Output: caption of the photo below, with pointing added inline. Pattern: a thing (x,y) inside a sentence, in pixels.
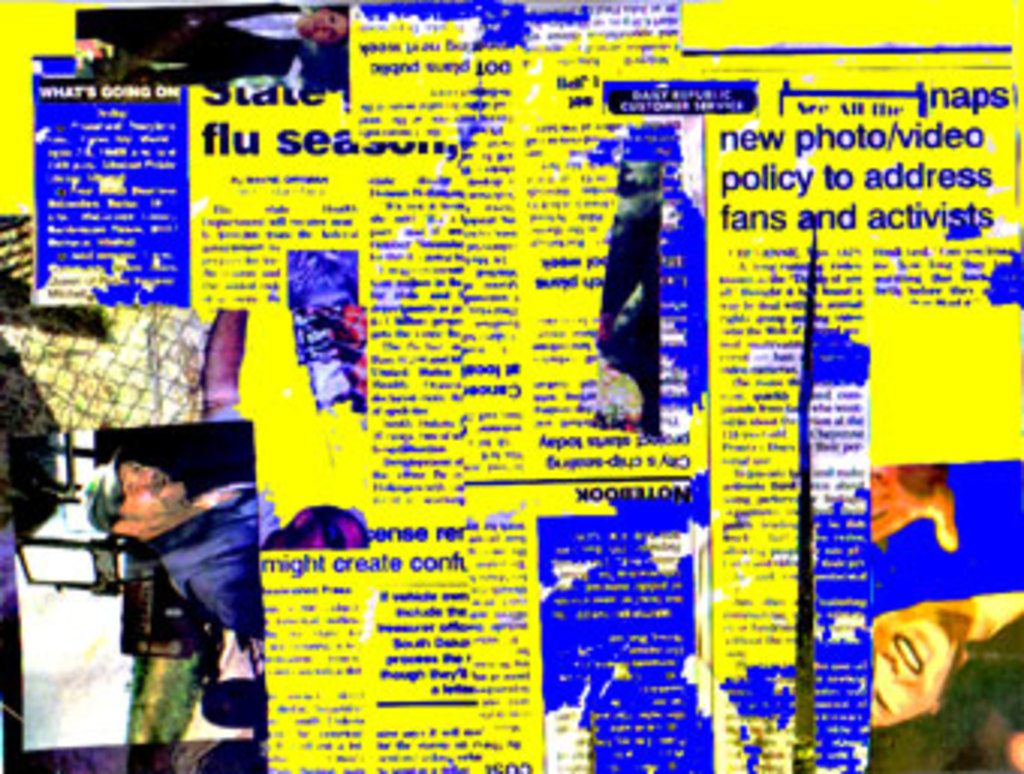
In this picture I can observe some text (459,297). On the left side (148,495) I can observe two members (294,34). The background (496,486) is in yellow color.
